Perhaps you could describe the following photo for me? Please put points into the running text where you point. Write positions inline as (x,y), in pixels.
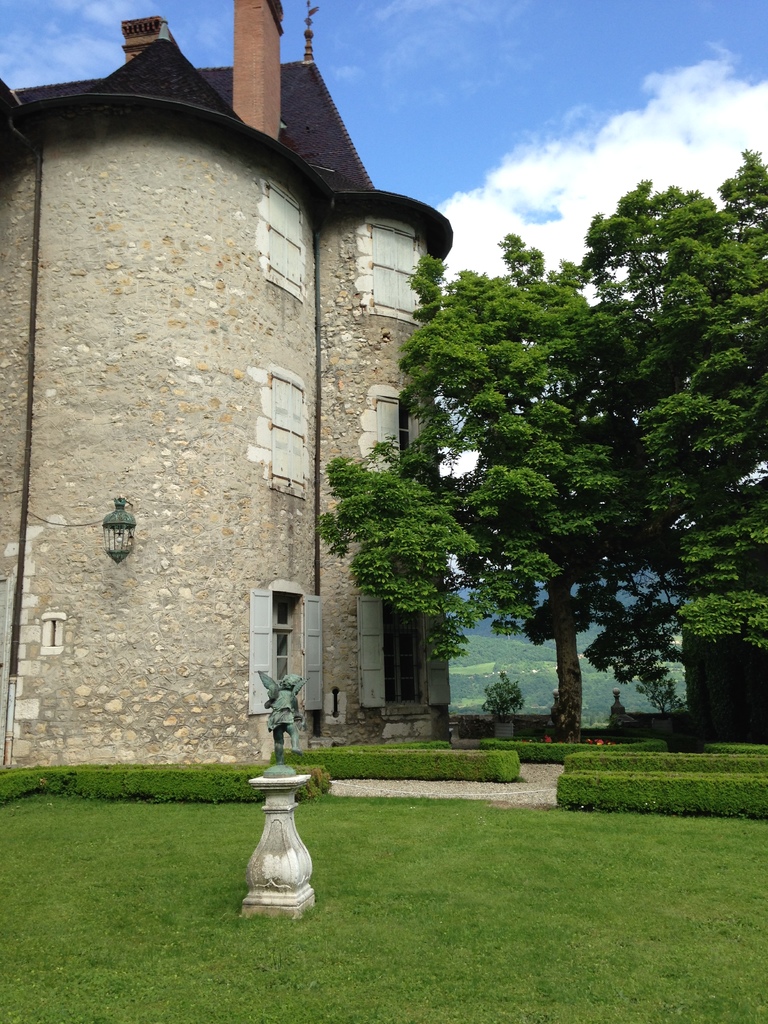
This looks like a castle (197,544). These are the windows (288,230). I can see a lamp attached to the wall (163,539). This looks like a sculpture (293,736), which is placed on the pillar (279,853). These are the bushes (477,753). I can see the trees (503,305). This is the grass (418,910). These are the clouds (662,111) in the sky (508,124).
